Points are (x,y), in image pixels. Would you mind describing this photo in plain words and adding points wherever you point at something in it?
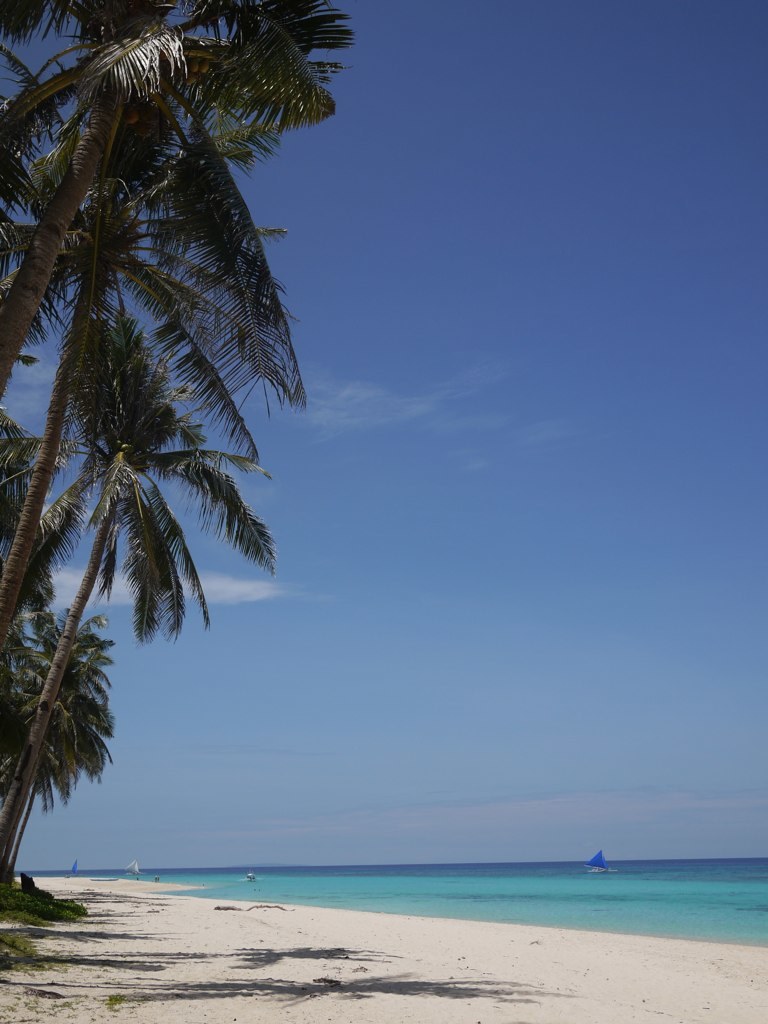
In this picture I can see on the left side (9,350) there are trees (65,220). On the right side (561,903) it looks like the sea (605,885), at the top (610,301) there is the sky (575,444).
